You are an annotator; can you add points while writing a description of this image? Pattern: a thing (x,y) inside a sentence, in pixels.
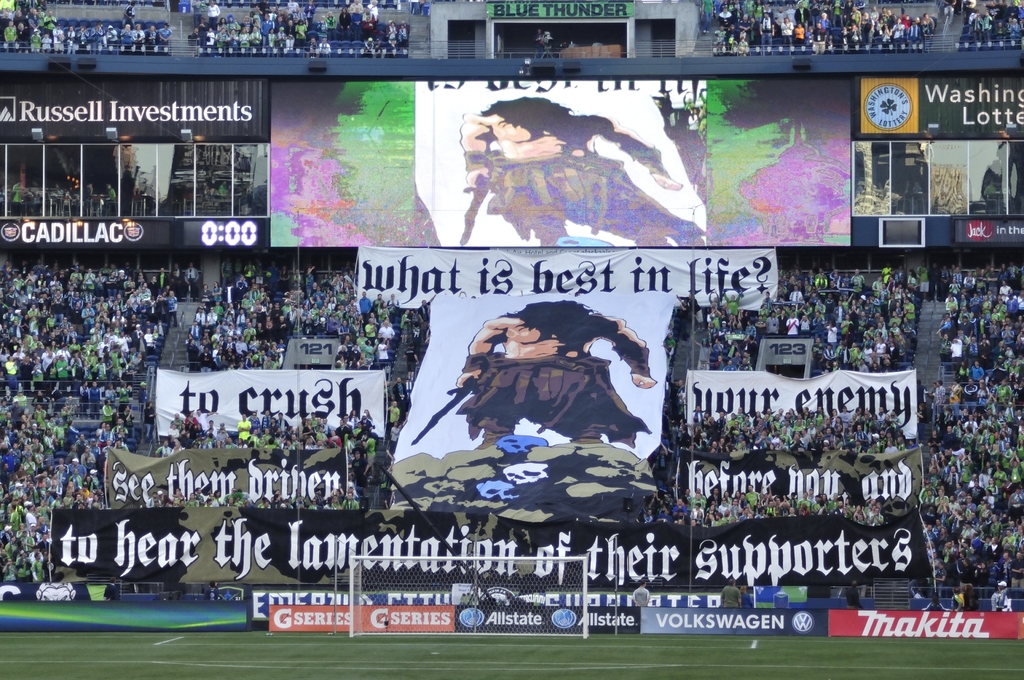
This picture looks like a stadium (35,306), in this image we can see a few people (57,263), there are some stairs (197,304), banners (326,375), poles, net (389,591), railings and boards (347,141) with some text (266,396) and images (539,391), also we can see the ground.
